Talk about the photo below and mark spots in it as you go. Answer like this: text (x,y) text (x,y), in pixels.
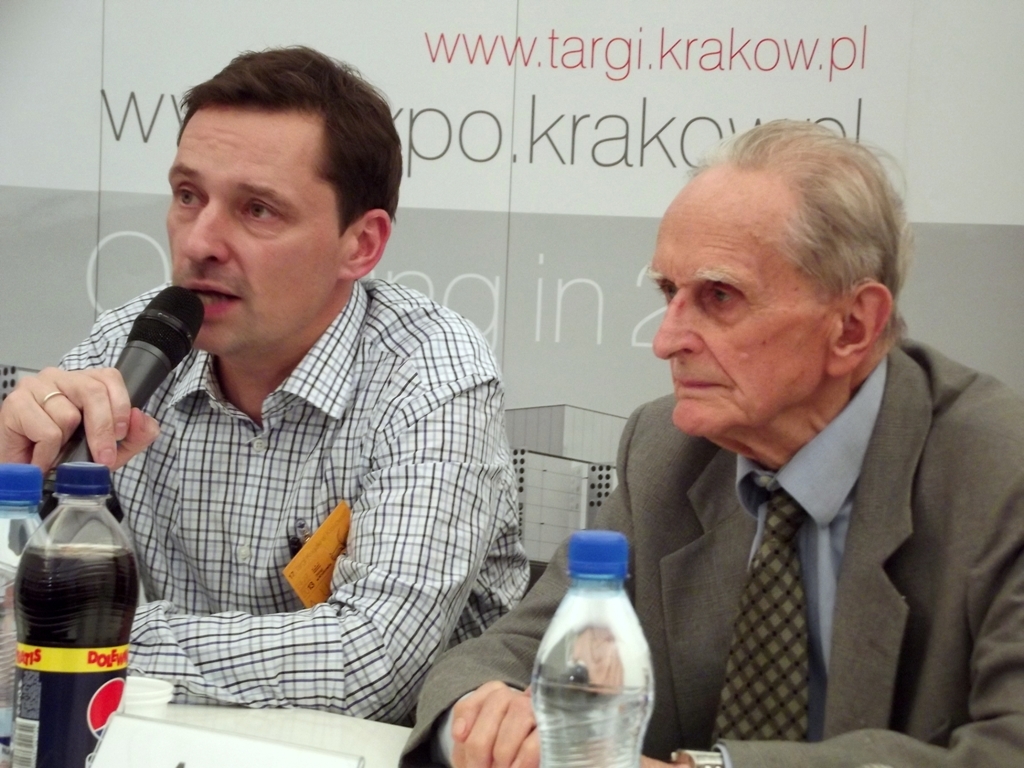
In this image there are two men (374,486) sitting besides a table (294,710). The person (387,564) towards the left (324,386), he is wearing check shirt (172,451) and speaking on a mike (182,314). The person (810,419) towards the right (817,438) he is wearing blazers (898,685) and tie (792,675) and he is staring. There are two bottles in the left (32,759) and one bottle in the center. In the background (552,71) there is a wall (707,34) and some text (733,31) printed on it.
